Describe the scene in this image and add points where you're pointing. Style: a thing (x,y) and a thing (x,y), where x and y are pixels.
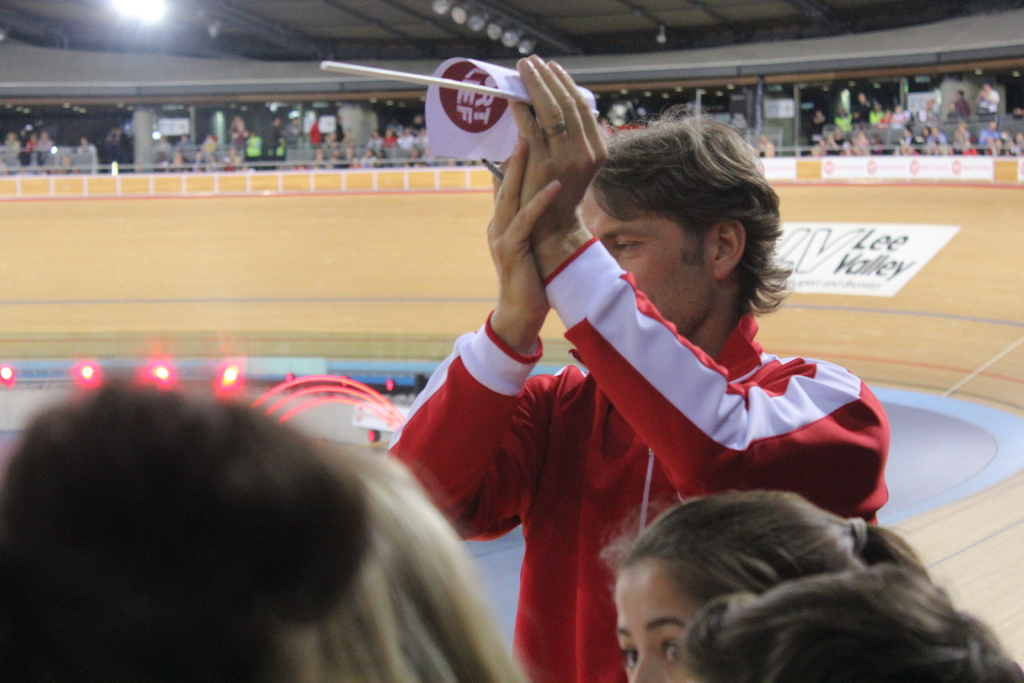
In this image we can see a man (499,369) holding the paper (445,144) and also the pen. We can also see the people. In the background (599,80) we can see the wall (600,84), people (961,104), lights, ceiling (581,37) and also the benches (888,137).
